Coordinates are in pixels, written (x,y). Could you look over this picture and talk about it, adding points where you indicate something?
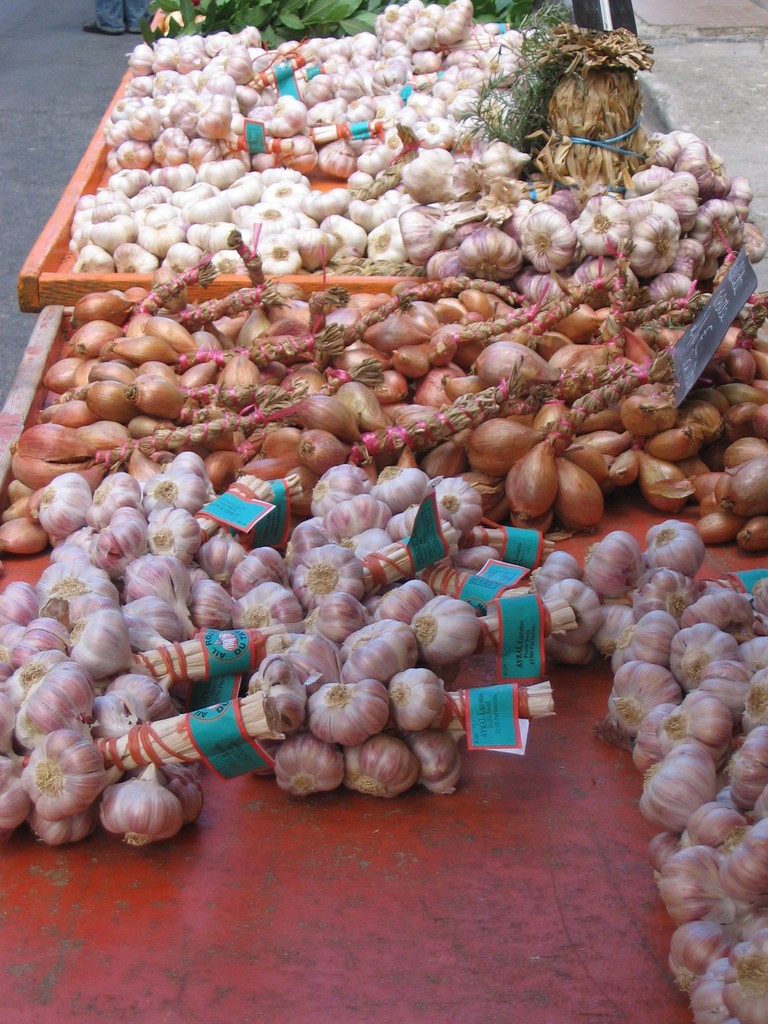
In this image I can see onions (308,311) and garlic (374,185) kept in two carts (70,261) I can see a board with some text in onions (281,300). Onion (295,304) and garlic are tied as a bunch (320,308) and holding some labels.
